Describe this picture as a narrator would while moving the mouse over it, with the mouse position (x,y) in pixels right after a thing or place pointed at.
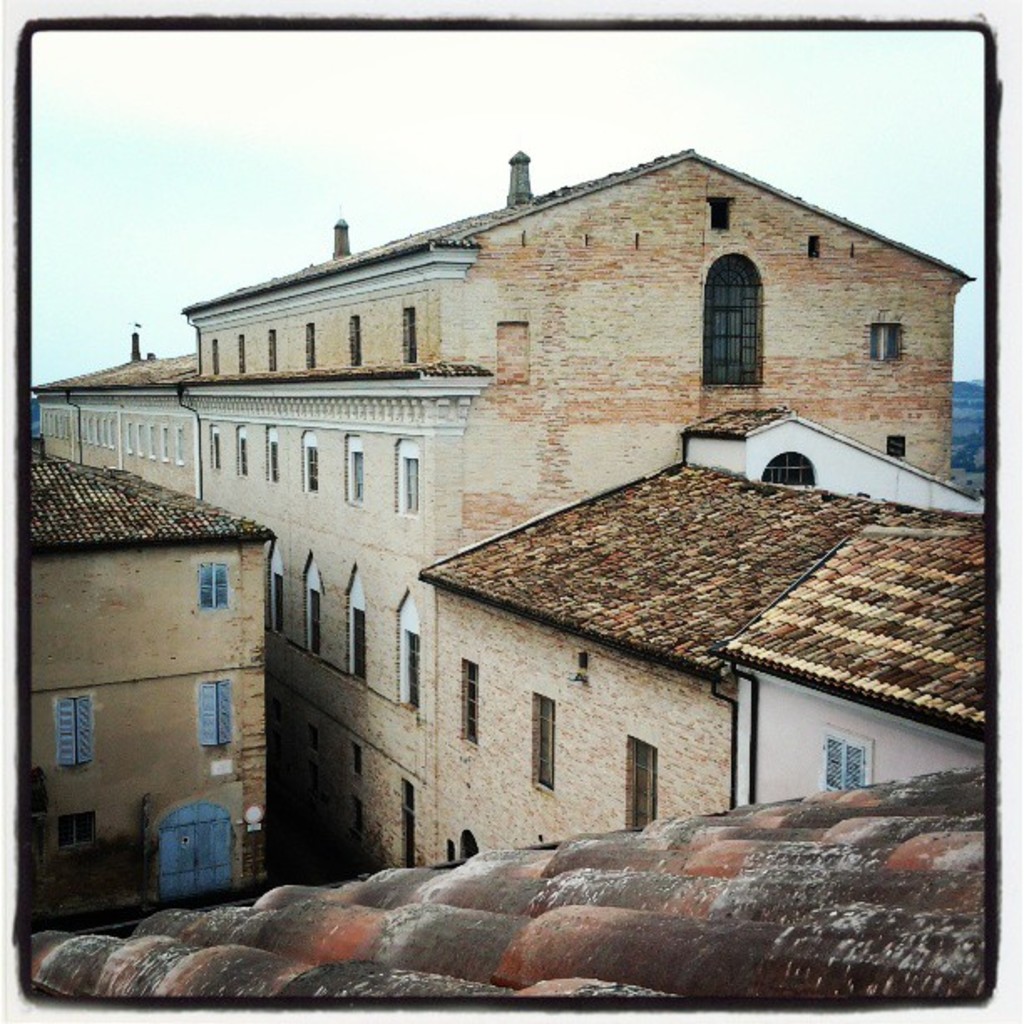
In this picture we can see buildings (383,698), there are three chimneys (516,189) and the sky (270,185) at the top of the picture (509,207), we can see roofs (825,623) and windows (407,331) of these buildings (392,641).
